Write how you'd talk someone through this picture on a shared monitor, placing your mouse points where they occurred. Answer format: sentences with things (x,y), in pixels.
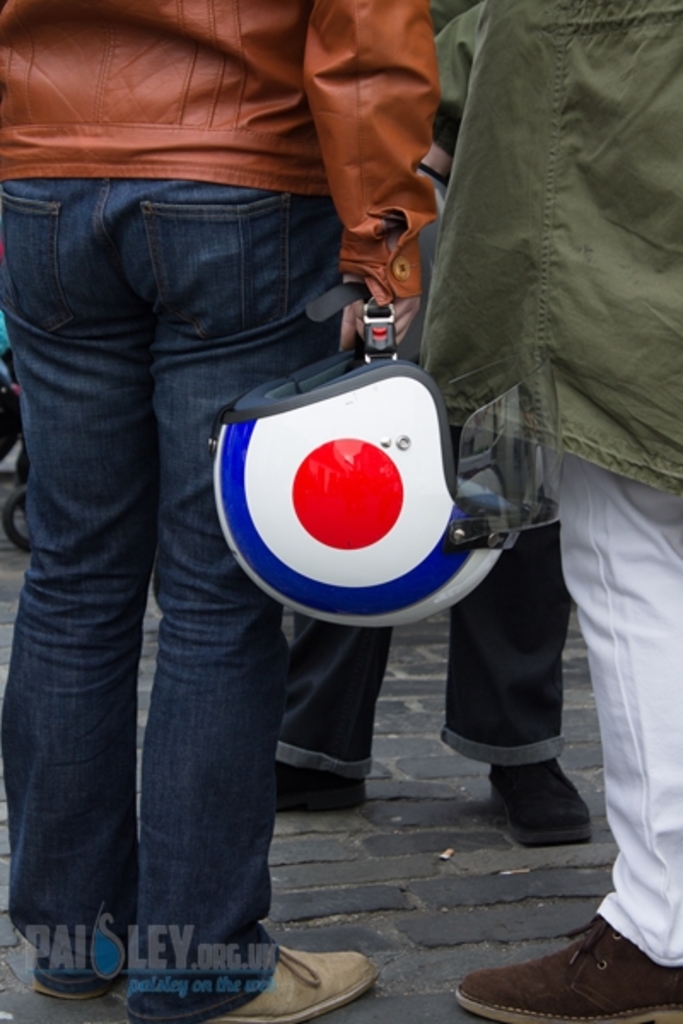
We can see people (116,765) and this person (150,505) holding a helmet (336,522).
